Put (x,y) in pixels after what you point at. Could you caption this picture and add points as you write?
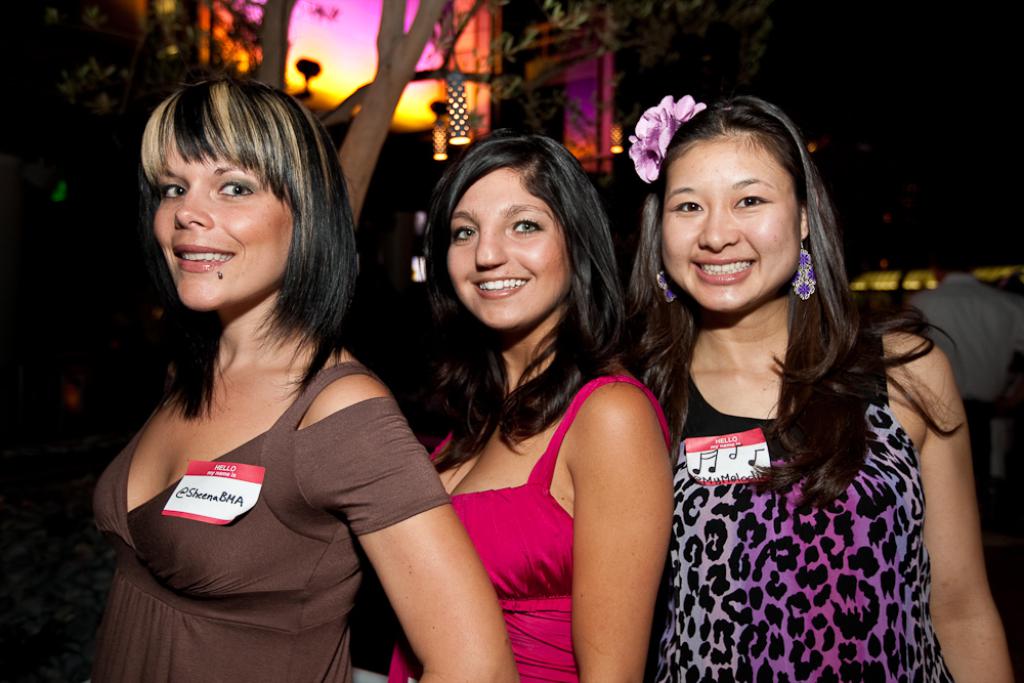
This image consists of three women (564,355) standing in the front (587,609). In the background (634,44), there are trees (343,105) and lights (331,96). In the middle (552,451), the woman (530,552) is wearing pink dress (515,571).
